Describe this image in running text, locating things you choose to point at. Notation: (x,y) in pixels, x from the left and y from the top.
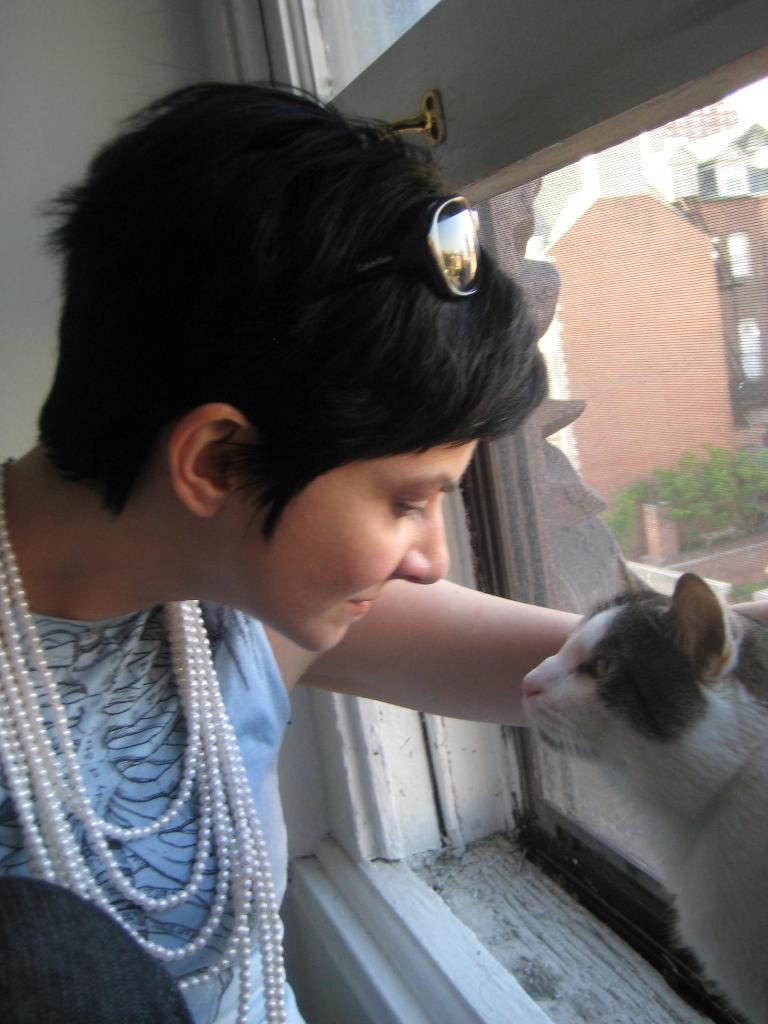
In this image there is a person (92,779) in the foreground (459,670). There is a wall (106,57) in the background (60,67). There is a cat (610,729) and a glass window (650,582) through which we can see buildings (763,422) and trees (675,471) on the right corner (720,539).
